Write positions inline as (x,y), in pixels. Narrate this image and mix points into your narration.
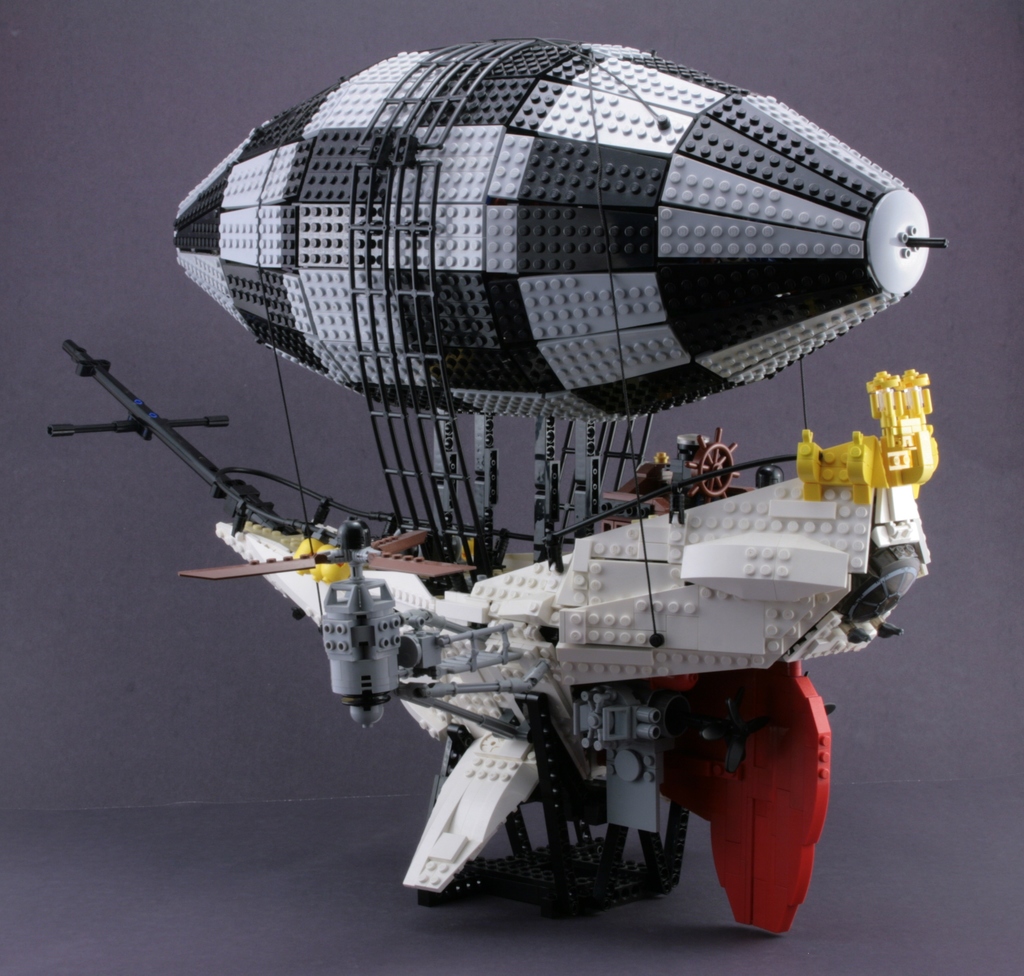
There is a lego airship (474,530). It has a fan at the left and a balloon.
